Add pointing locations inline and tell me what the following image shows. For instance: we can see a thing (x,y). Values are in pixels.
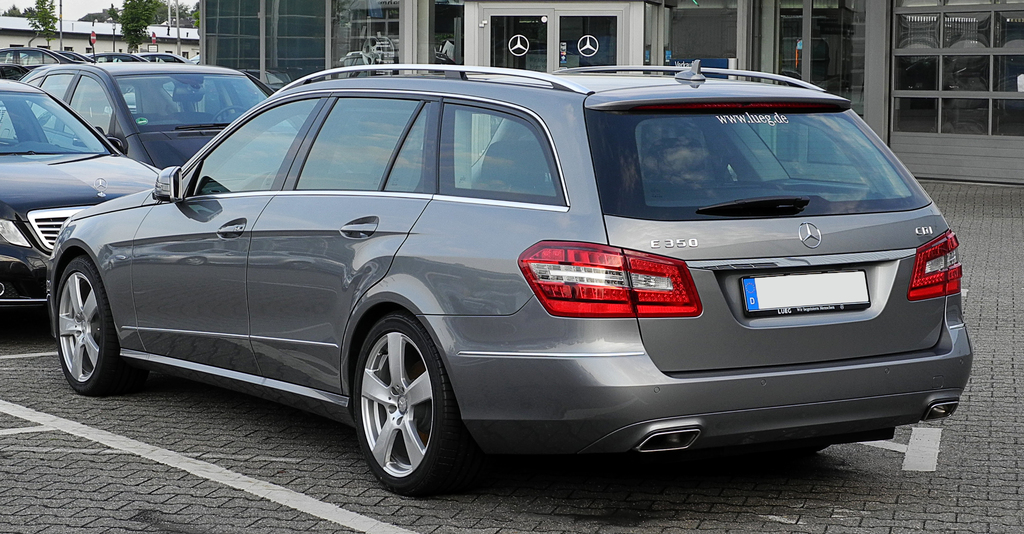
This picture shows a few cars (331,156) parked and we see buildings (202,52) and trees (132,19) and couple of sign boards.
